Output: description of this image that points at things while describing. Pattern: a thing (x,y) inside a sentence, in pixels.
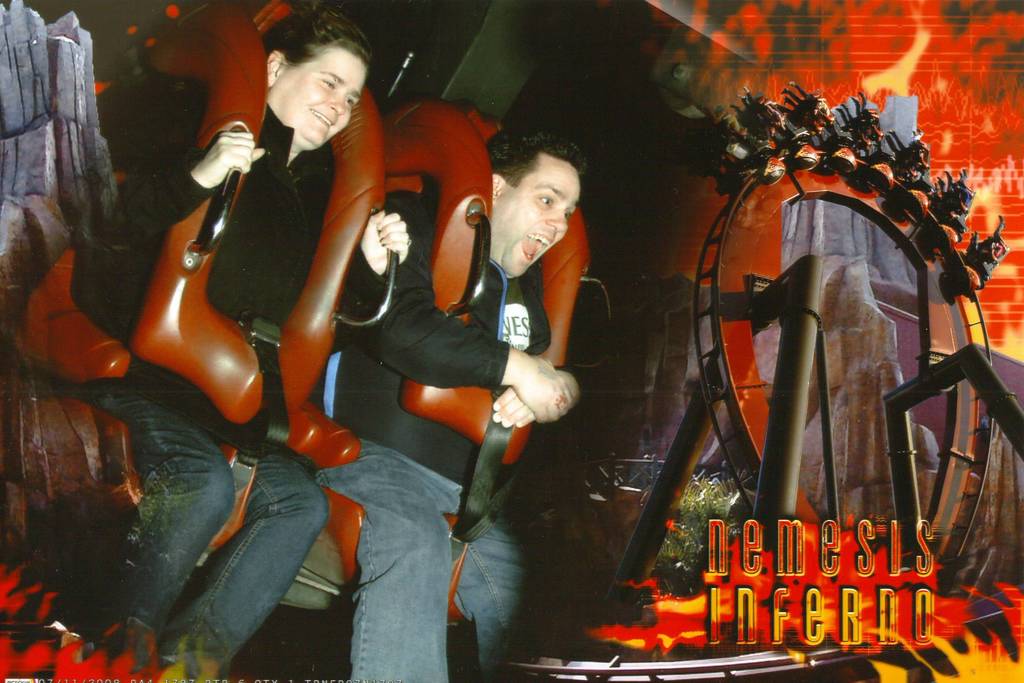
In this picture there is a man (550,142) who is wearing jacket (412,378) and shoe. He is sitting on the chair (463,308), beside him we can see another woman (221,501) who is wearing black jacket (233,422), jeans (163,585) and shoe (137,654). On the right (798,172) we can see roller coaster (856,178). In the bottom right corner (769,559) we can see watermark (898,573). On the left (65,96) there is a wall (49,183).
